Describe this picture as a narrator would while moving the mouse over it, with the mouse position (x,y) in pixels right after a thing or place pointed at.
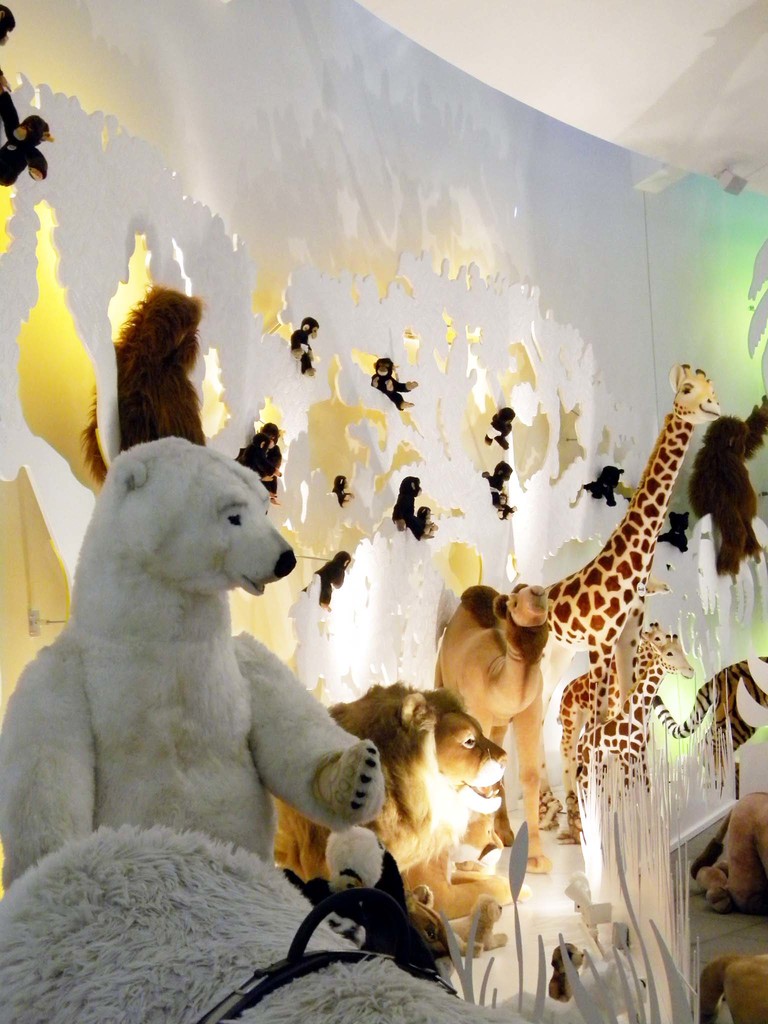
In this picture I can see the depiction of animals (185,579) in front (585,622) and I see the wall (25,325) in the background (351,237).
